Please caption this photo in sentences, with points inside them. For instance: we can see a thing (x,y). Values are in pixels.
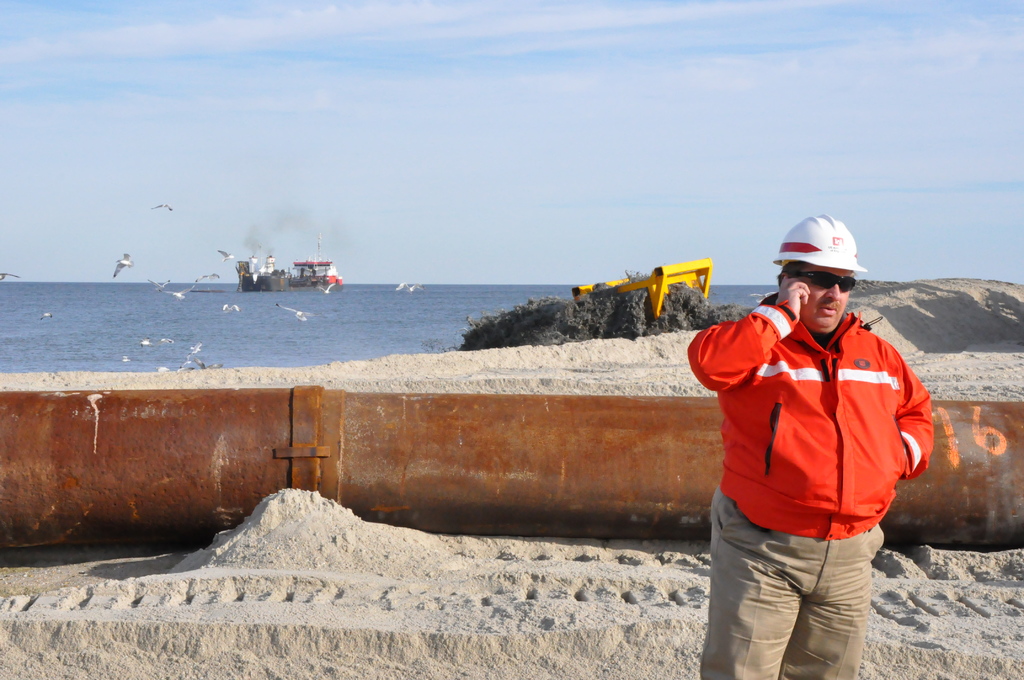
In this image there is one person (796,493) standing and holding a mobile (783,293) on the right side of this image (800,483), and there is a pipe (329,462) in middle of this image (395,440) and there is a sea (326,318) on top side to this pipe (401,438), and there are two boats (274,281) as we can see on the left side of this image (237,284) and there are some birds (213,273) on the left side (186,274) to this boat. There is a sky (440,134) on the top of this image (538,148). There is a soil ground (427,543) on the bottom of this image (508,572) and middle of this image (609,384) as well.
